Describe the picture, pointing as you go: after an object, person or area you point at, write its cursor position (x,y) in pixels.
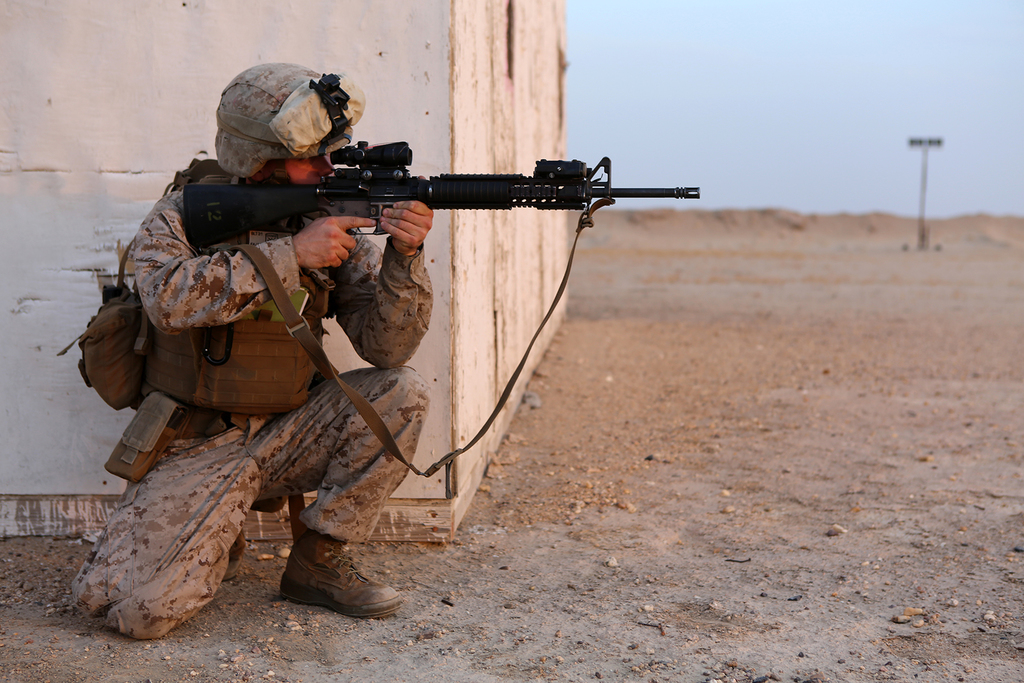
On the left side (145,267), there is a person (229,271) in a uniform (239,285), wearing a helmet (337,83) and holding a gun (539,169). Beside him, there is a white color wall (317,42) of a building (477,59). On the right side (959,373), there are stones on the ground (855,573). In the background (923,233), there is a pole (921,237) and there is sky (660,82).
